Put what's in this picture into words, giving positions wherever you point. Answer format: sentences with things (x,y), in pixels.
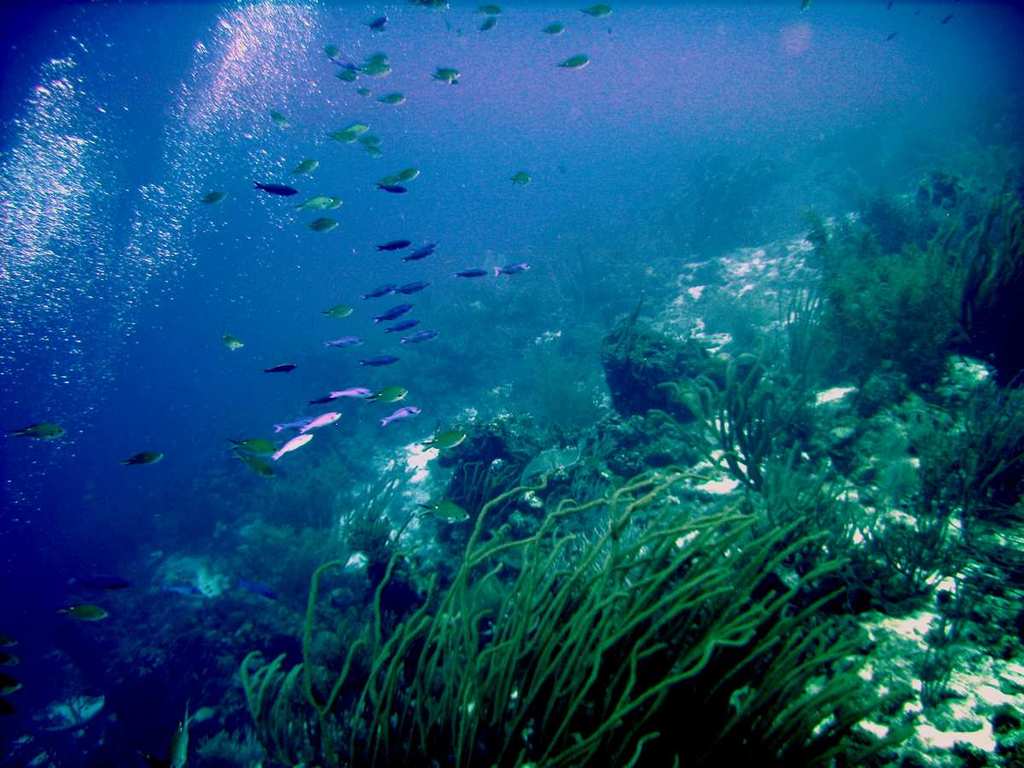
In this image, I can see the fishes (440,76), rocks (654,389), corals (588,621) and reefs (514,475) under the water (410,437).
